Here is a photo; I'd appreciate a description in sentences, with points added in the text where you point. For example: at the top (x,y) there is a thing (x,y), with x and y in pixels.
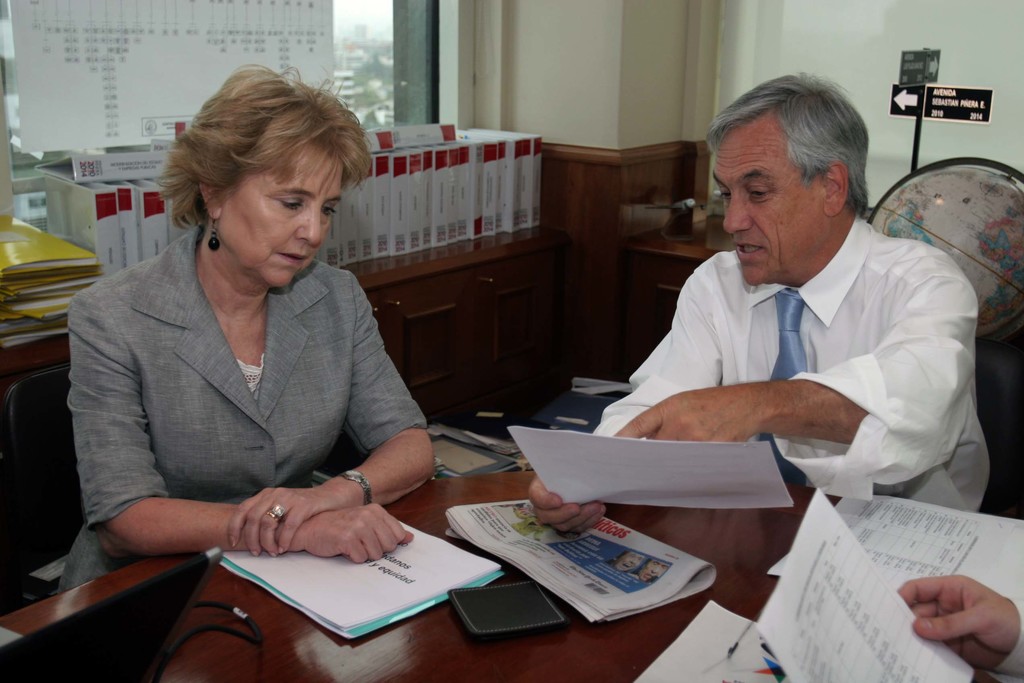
In this picture we can see a man (881,291) sitting on the chair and holding a paper (647,497) in his hand (600,511). There is a woman (108,501) who is also sitting on the chair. We can see newspaper (544,542), few papers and a wallet (532,621) on the table (545,634). There is a person (1001,642) holding a paper (904,677) in his hand (1013,632) on bottom right (957,662). There are few books (509,221) and files (87,253) on a wooden desk (559,289). There is a signboard(arrow sign) (914,85) on the stand (915,141). We can see a globe (1010,167) in the background (970,171).
